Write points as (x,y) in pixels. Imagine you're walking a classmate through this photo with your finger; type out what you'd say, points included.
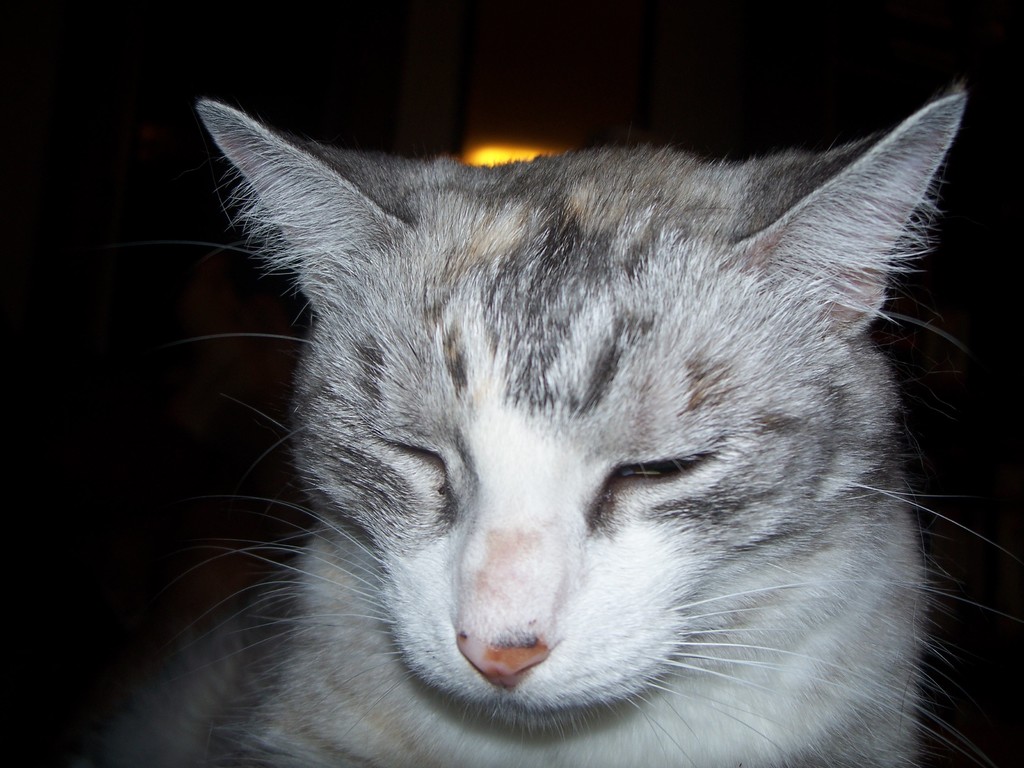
In this picture we can see a cat (396,317), light (494,157) and in the background (535,59) it is dark.
